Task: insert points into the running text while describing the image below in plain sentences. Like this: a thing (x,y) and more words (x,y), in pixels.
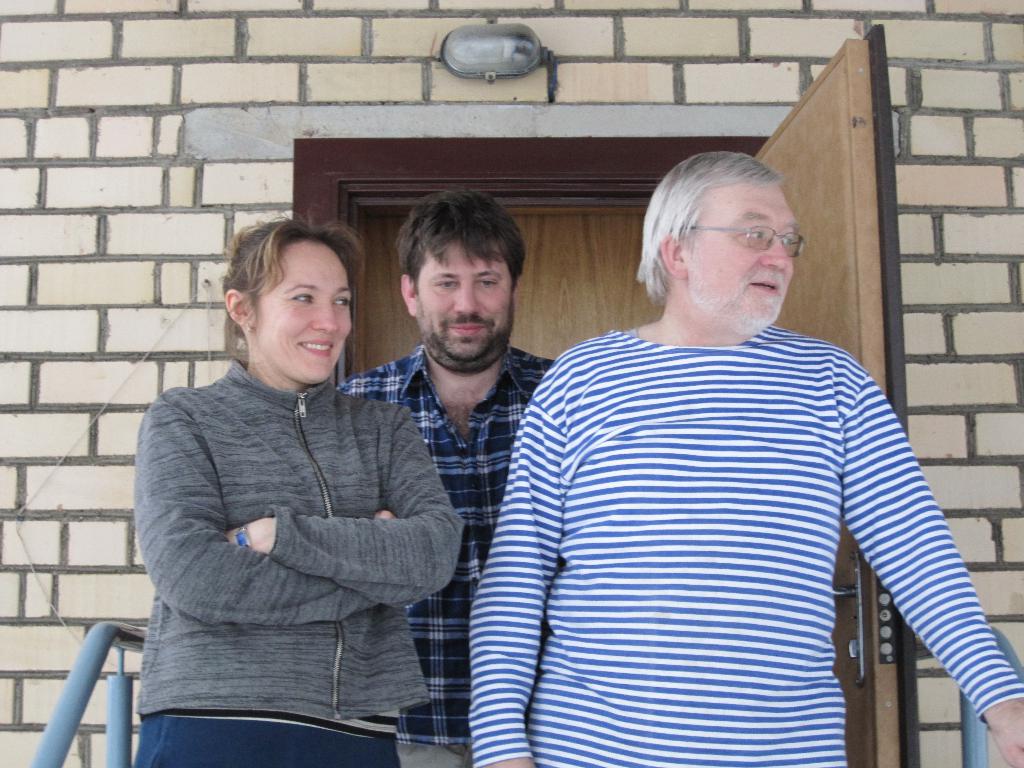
In this image we can see three persons (526,622). There is a person (720,400) wearing specs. On the sides there are handles (75,675). In the back (923,326) there is brick wall (110,147) with door (836,181) and a light (511,50).
